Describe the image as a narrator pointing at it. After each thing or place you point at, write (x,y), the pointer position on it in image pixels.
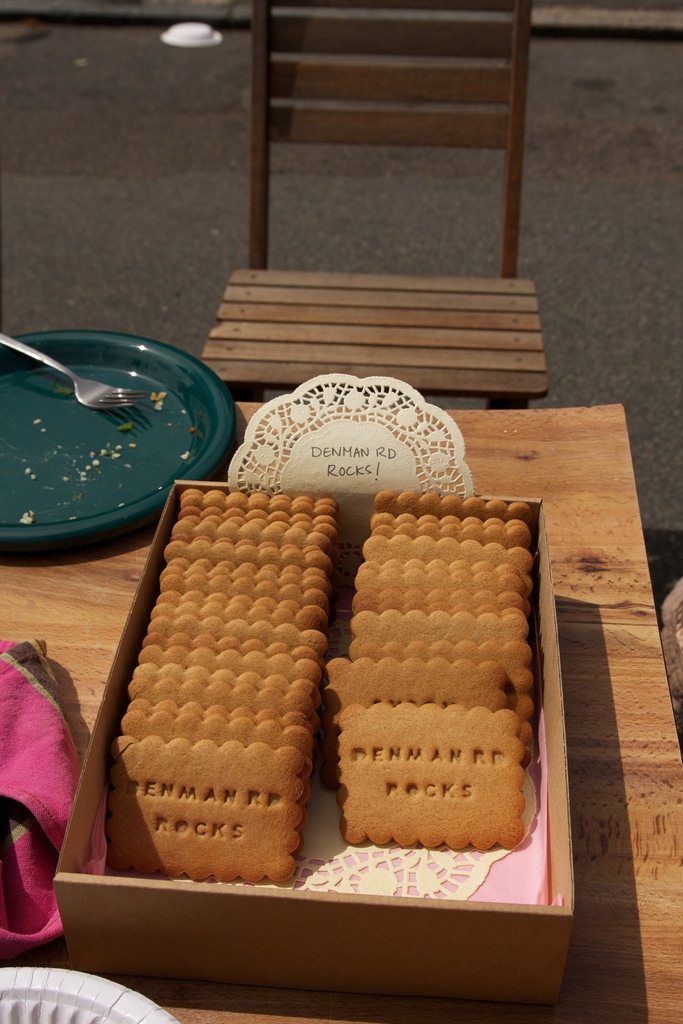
In this image, we can see a table (582,955). In the middle of the table (600,1014), we can see a box (330,954) with some cookies (409,832). On the left corner (101,975), we can see a white color plate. On the left side of the table (13,615), we can see a cloth (39,679) and a plate (38,542), On that plate (66,330), we can see a fork (124,393). In the background (370,312), we can see a chair (347,275) and a road (639,468).
